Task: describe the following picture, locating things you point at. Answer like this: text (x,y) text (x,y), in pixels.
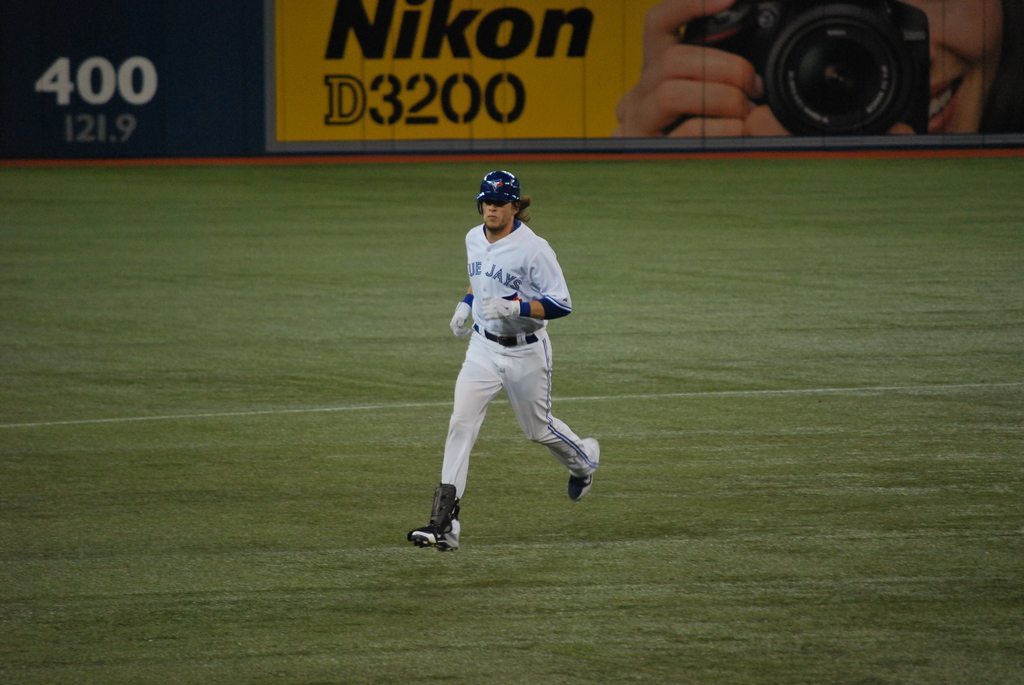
In this image, we can see a person (521,420) is running on the grass (515,547). Top of the image (674,126), we can see a banner (641,89).
